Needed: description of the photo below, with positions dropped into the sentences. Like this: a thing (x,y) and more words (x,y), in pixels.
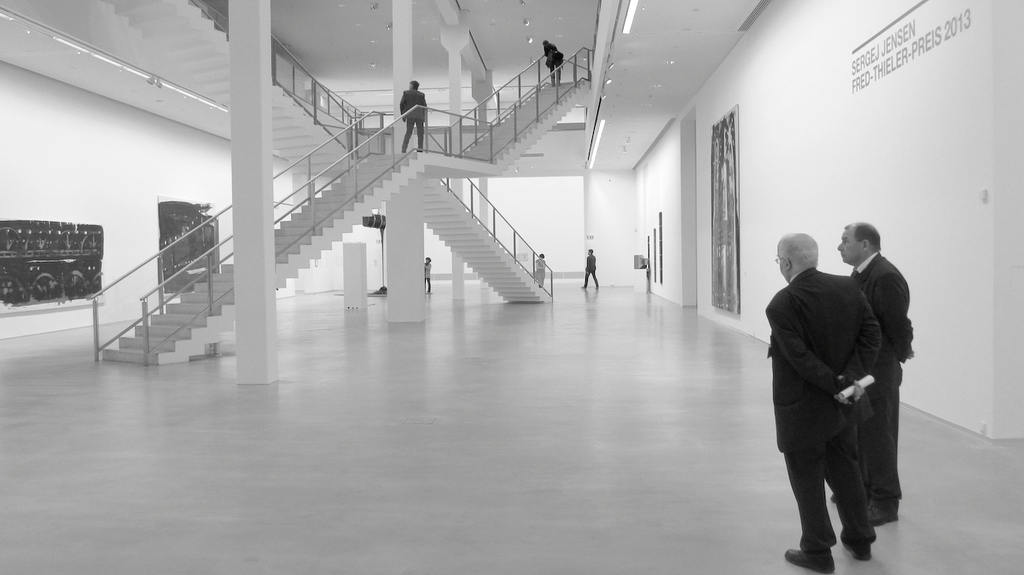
In this image I can see few people (814,523). In front (836,377) the person (858,355) is holding few papers (841,392) and I can also see few stairs (471,238) and I can see the inner part of the building (532,213) and the image is in black and white.
